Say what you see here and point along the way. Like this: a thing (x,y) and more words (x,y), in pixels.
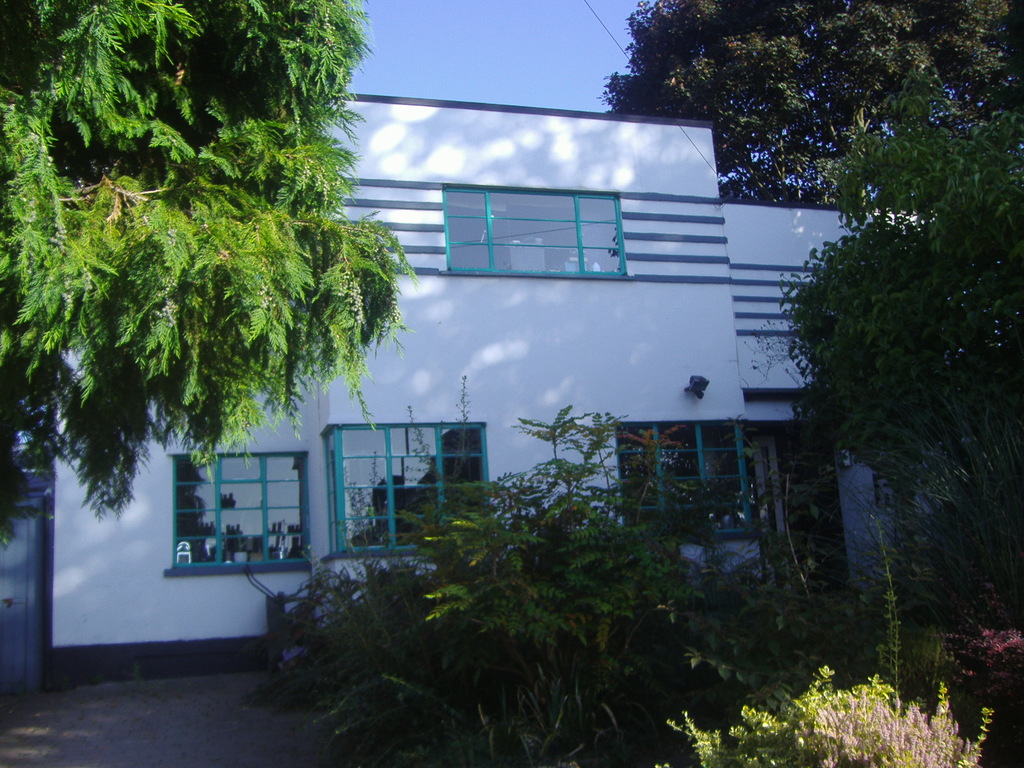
In this picture I can see white color building (552,364) which has windows (391,429). I can also see trees (850,435) and plants (567,604). In the background (453,68) I can see the sky (462,23).
